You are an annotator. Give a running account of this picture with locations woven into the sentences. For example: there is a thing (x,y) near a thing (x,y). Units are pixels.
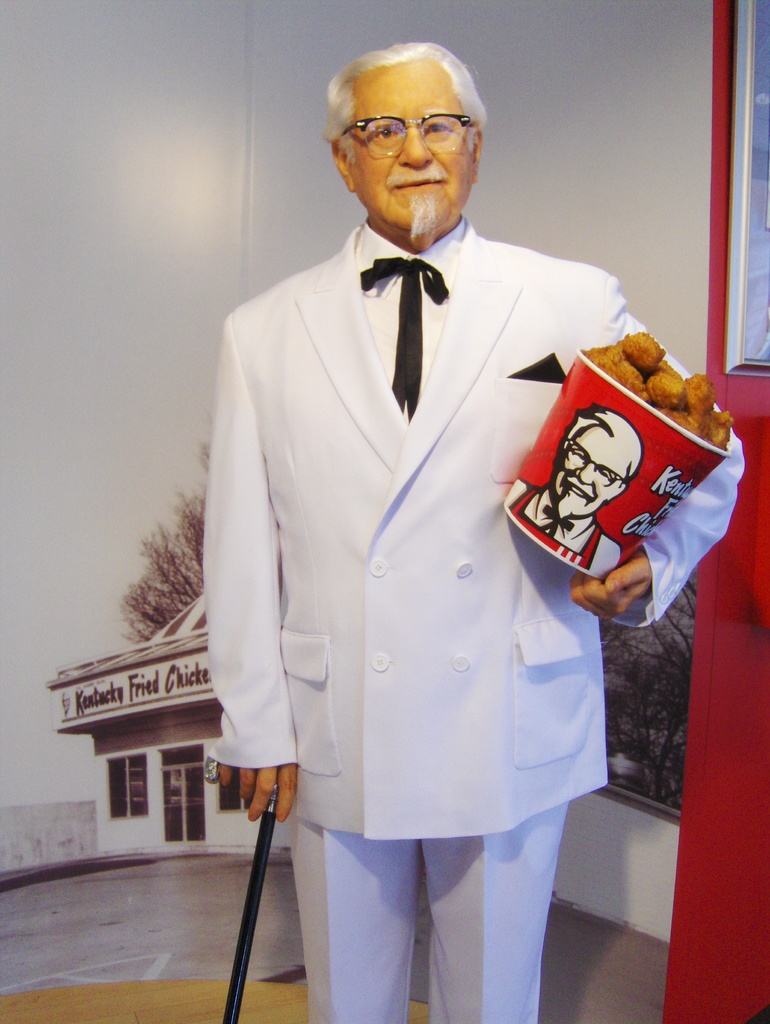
In this image I can see depiction of a man (425,626), I can see he is wearing white colour dress (442,659), specs (432,119) and I can see he is holding a stick (237,1017) and a bucket (649,487). In this bucket (610,385) I can see few brown colour things (628,375). In the background (166,586) I can see few trees (156,581), a building (202,639) and over there I can see something is written.
